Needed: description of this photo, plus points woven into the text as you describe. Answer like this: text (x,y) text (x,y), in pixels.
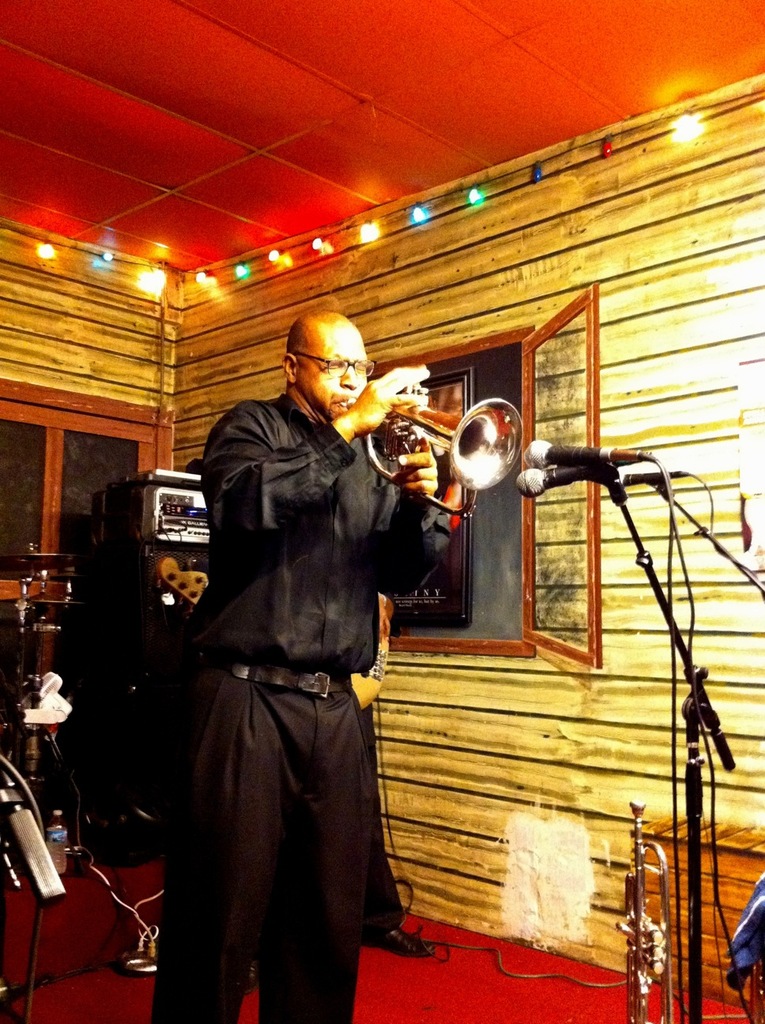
This picture shows a man (368,397) standing and holding a trumpet (427,389) in his hand (368,417) and we see couple of microphones (617,458) and few lights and we see a window (507,542) and man (340,385) wore spectacles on his face (328,389) and he wore a black color dress (227,538) and we see another human (393,950) on the back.
